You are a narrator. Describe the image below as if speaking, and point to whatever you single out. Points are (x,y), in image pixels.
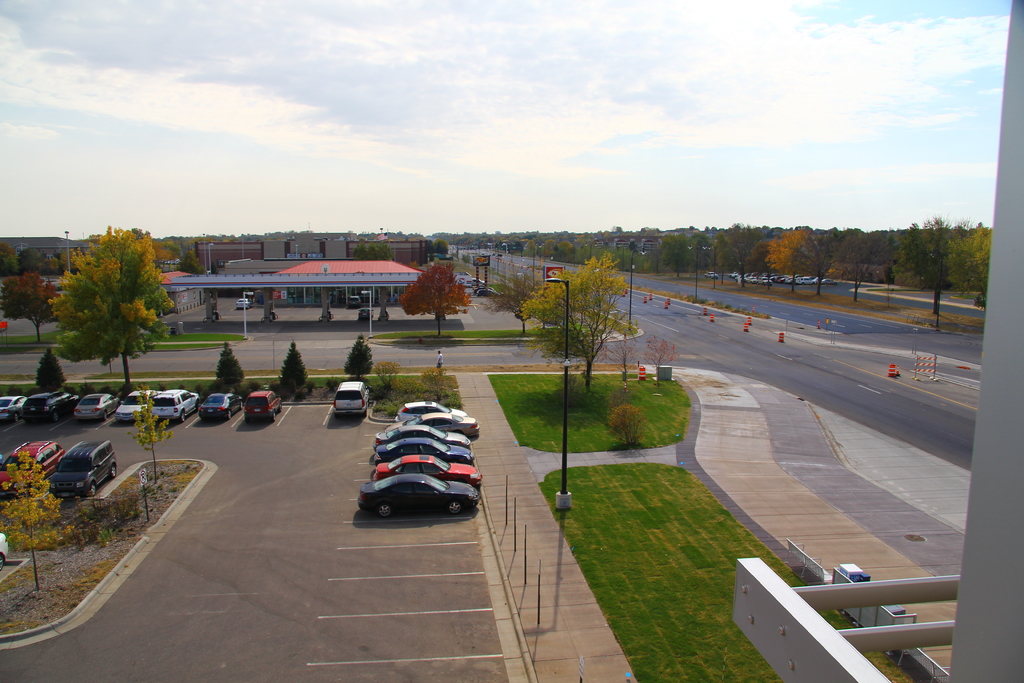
In this image we can see some buildings (413,256), vehicles (787,278), traffic cones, there are some trees (292,362), sign boards (144,491), grass (611,547), poles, also we can see the sky (609,74).
